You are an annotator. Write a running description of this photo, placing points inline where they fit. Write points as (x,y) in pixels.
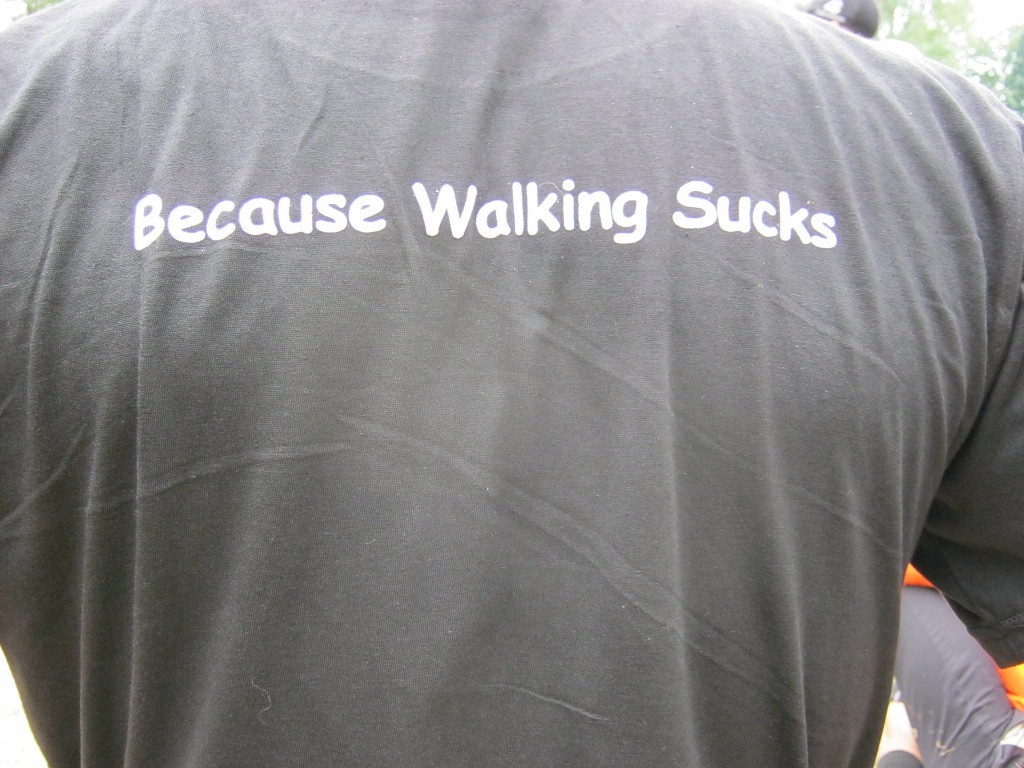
In the picture we can see a person (626,598) wearing a T-shirt (721,606) on it, it is written as because walking sucks.
